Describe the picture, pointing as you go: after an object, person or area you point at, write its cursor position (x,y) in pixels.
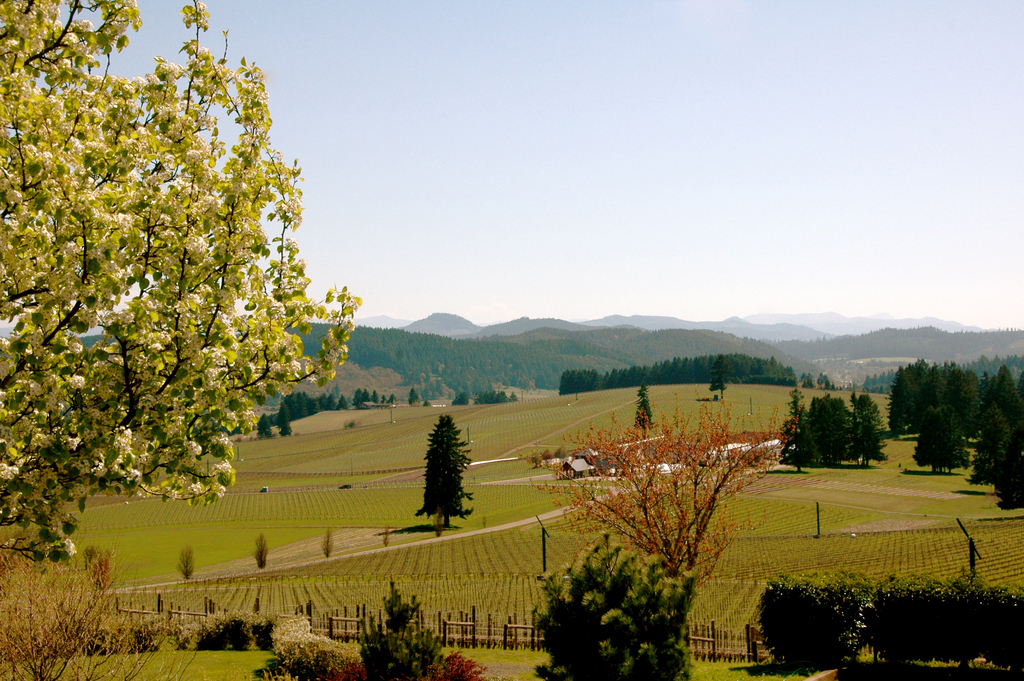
In the picture we can see a scenery with plants (633,627), grass surface (187,679), trees (555,576), crops (153,514), railing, hills (449,363) and sky (677,245).
